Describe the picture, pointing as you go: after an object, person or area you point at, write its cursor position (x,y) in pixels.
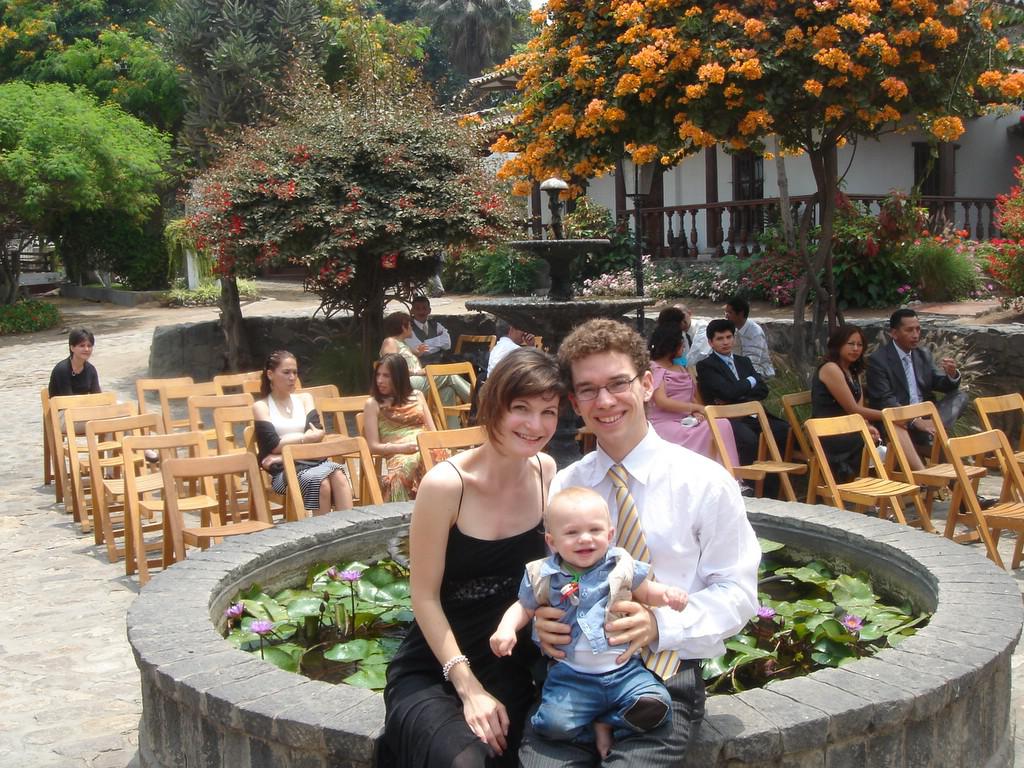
In this image there are three persons (591,554) sitting at bottom of this image (636,582) and they are smiling and some other persons (717,367) in the middle (681,401) is sitting on the chairs (443,370) and the left side person (85,387) is wearing black color dress (85,382). There are some trees (331,210) in the background (798,102) and there is wall (804,157) at right side of this image (876,177) and there is a fountain wall (259,692) at bottom of this image (314,704).
